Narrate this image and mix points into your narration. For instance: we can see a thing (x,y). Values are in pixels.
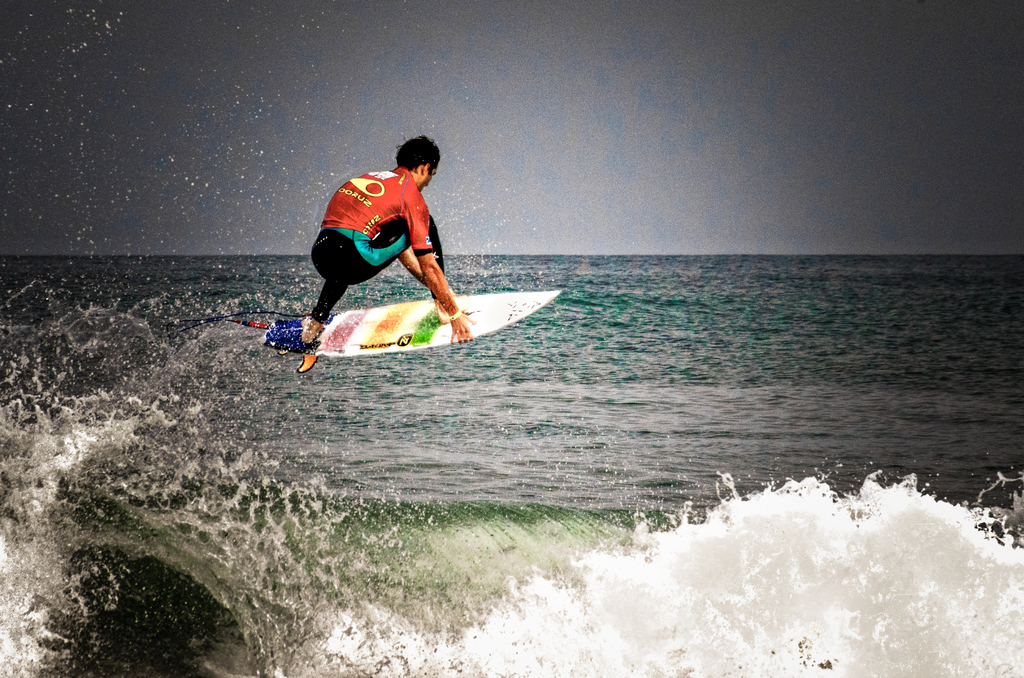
In this image, we can see a person (331,304) on the waterboard (382,331), we can see water (765,481), at the top (495,71) we can see the sky (476,110).
